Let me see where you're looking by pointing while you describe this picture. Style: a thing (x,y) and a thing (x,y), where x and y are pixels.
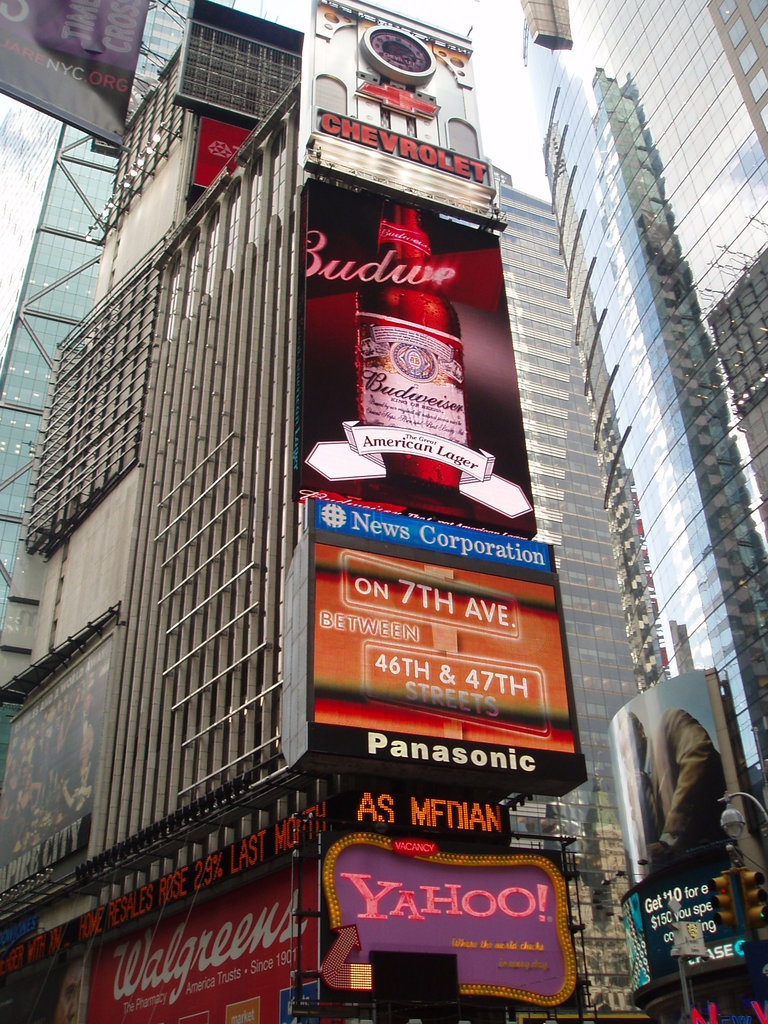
In this picture we can see buildings (266,660) and boards (554,776).
